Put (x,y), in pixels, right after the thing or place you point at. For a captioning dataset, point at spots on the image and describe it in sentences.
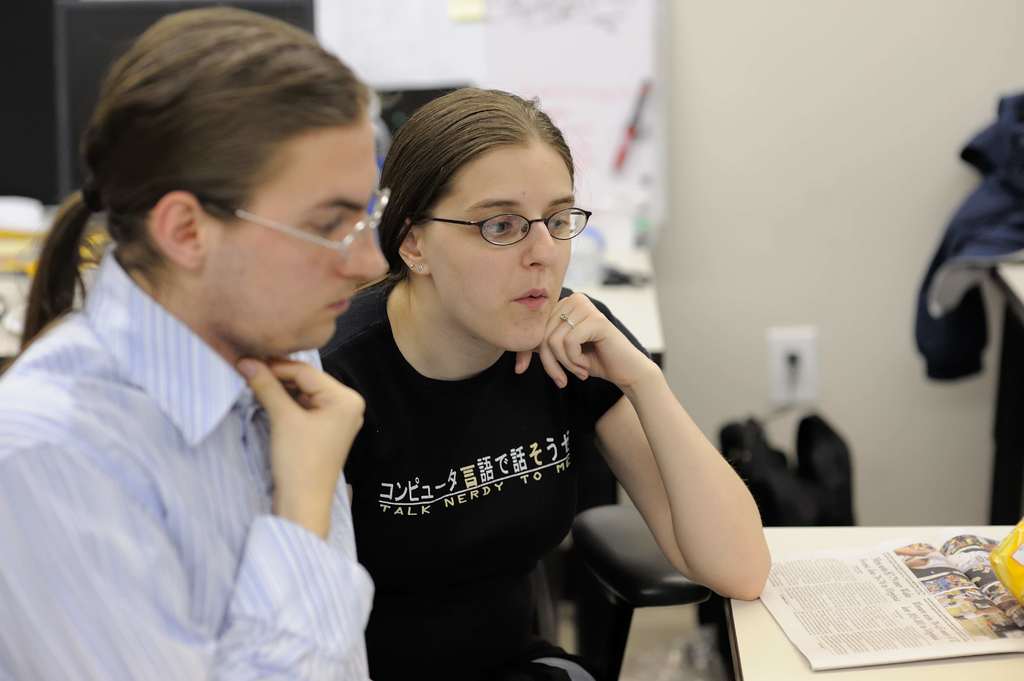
In this image I can see a person (184,368) wearing white shirt (152,456) and a woman (511,469) wearing black t shirt (432,472) are sitting on chairs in front of a table (755,639) and on the table (764,627) I can see a paper (876,613). In the background (892,262) I can see the wall (801,146), a switchboard (790,348), few clothes (1014,252) and few other objects (1,195).
